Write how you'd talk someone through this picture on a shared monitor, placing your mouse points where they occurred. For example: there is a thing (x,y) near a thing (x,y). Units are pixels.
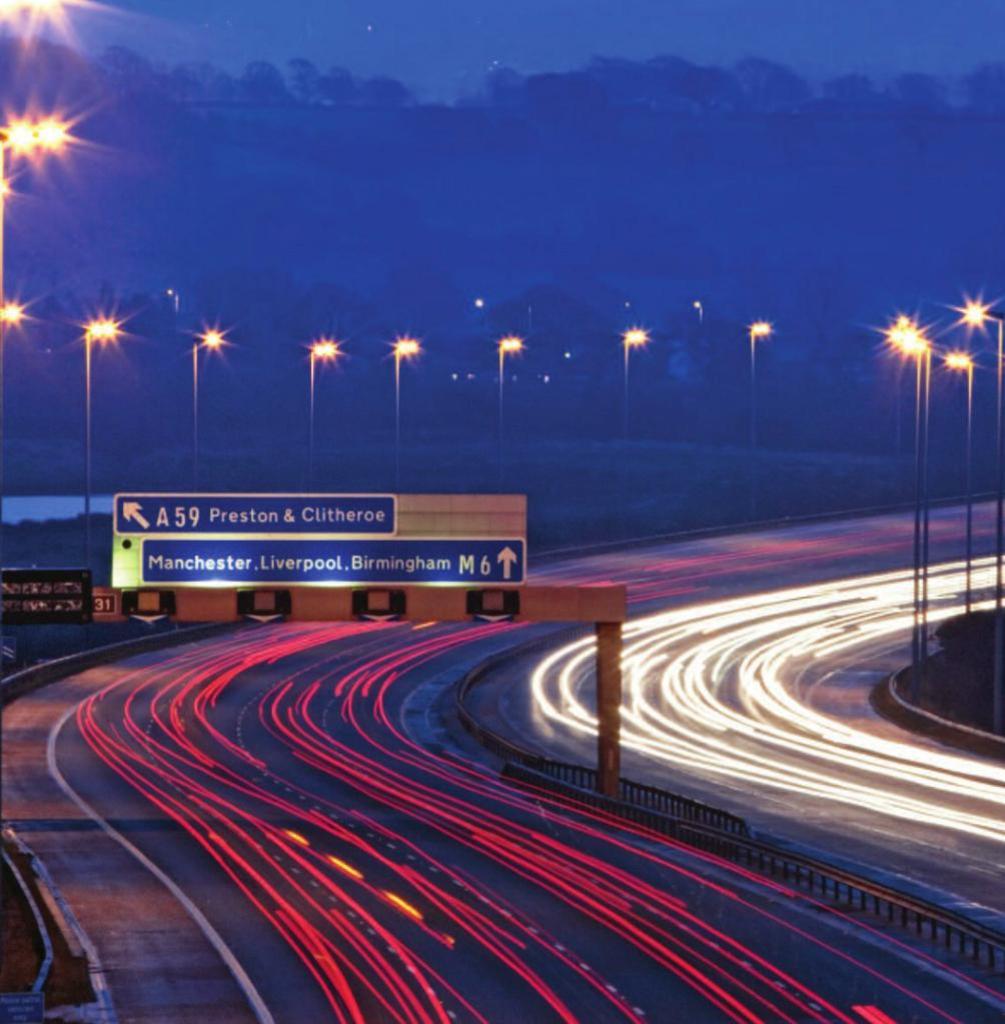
In the foreground of the image (455,810), there is a road (466,825) and we can also see a board (314,556), poles (999,407) and the background (321,103) image is not clear. There are red and white lights (734,774) on the road (731,933).
